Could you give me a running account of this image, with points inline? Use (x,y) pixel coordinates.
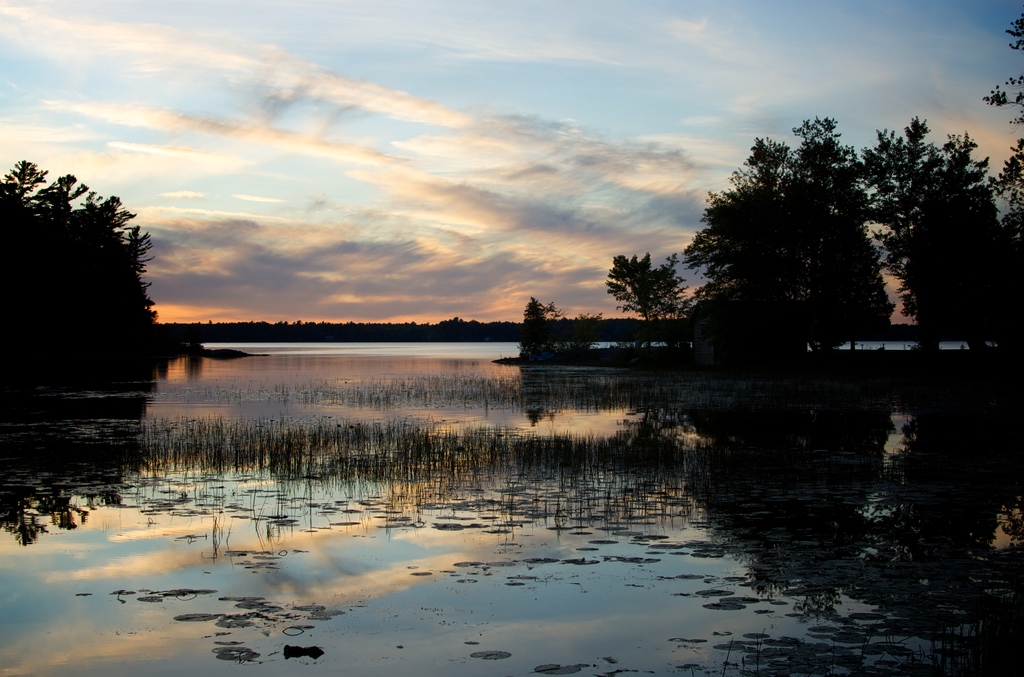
In this picture I can see the water (473,420) in the middle (428,448). There are trees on either side of this image, at the top (519,128) I can see the sky (496,132).
